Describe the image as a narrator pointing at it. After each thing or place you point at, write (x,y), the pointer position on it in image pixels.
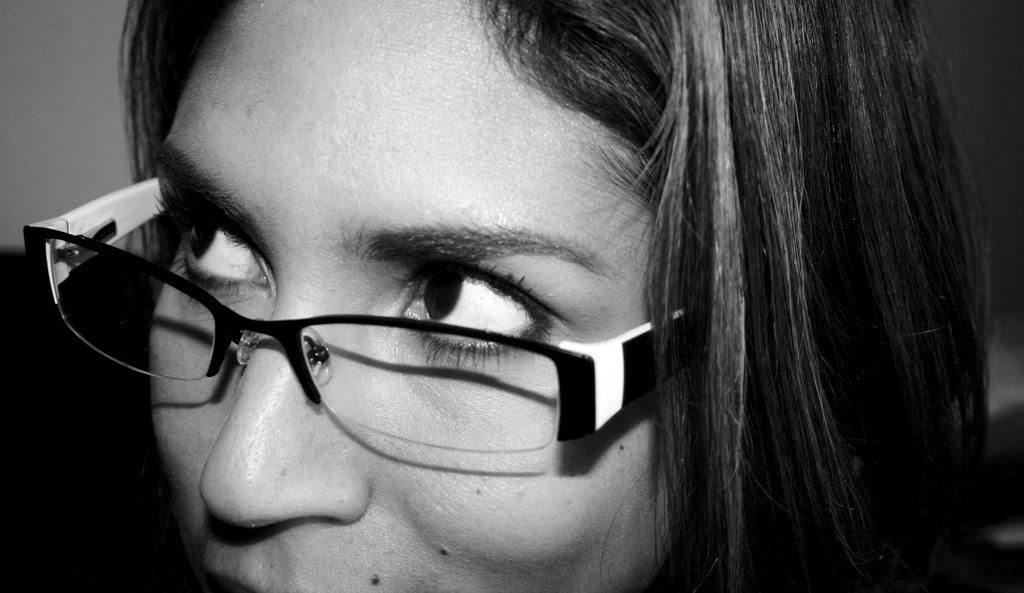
This is a black and white image. We can see a woman (355,448) with spectacles (335,345). Behind the woman (251,256), there is a blurred background (35,153).
